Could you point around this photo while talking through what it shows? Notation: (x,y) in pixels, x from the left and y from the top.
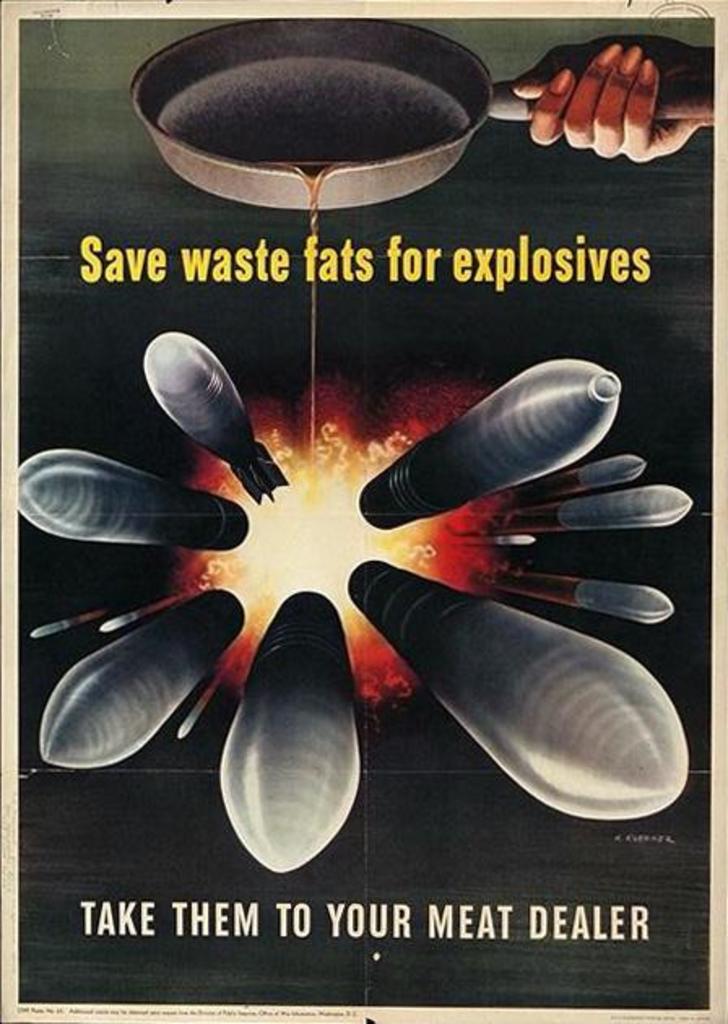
This image is a poster. In this poster we can see a person's hand (617,95) holding a pan (396,93) and there is text (330,910). We can see missiles (636,664) and fire (304,562).
